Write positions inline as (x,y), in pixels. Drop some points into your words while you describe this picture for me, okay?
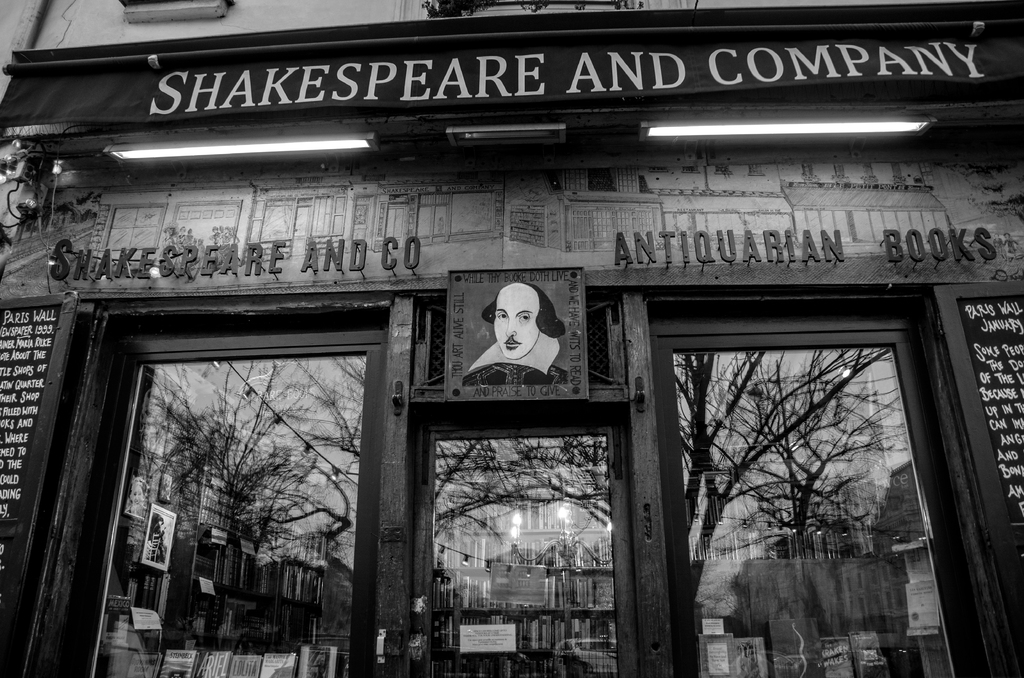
In this Picture we can see the glass door (512,546) of the shop (293,598). Above there is a naming board (124,89) with "Shakespeare and company" in written.
